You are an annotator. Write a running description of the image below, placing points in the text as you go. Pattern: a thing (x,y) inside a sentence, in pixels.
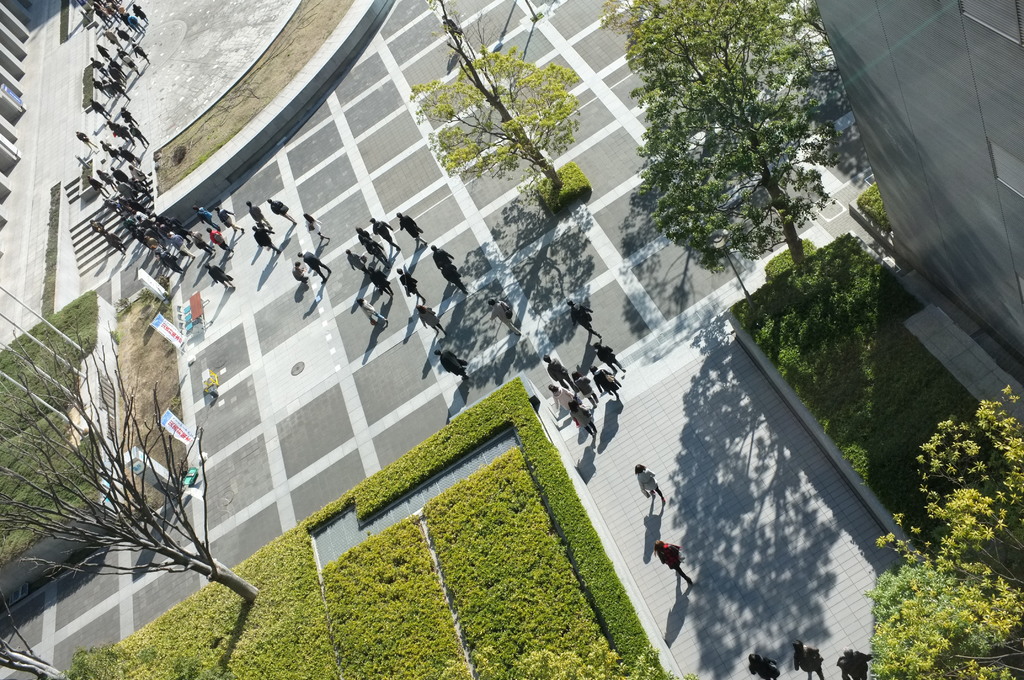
In the center of the image (374,324) there are people (458,274) walking. There are trees (520,145). There are plants (445,557). There are staircase (76,187).
